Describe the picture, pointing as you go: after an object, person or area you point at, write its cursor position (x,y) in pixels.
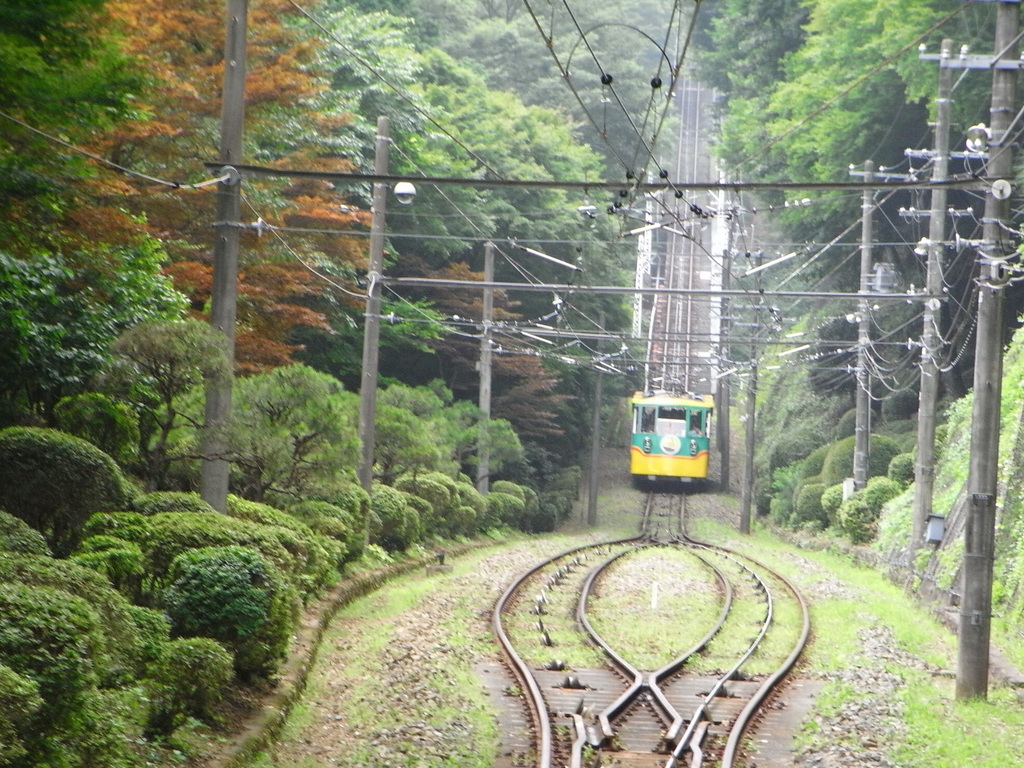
In this image we can see a train (644,468) on the track (637,669). In the center (598,446) there are poles (227,246). In the background (88,129) there are trees (536,237) and we can see bushes (453,510). At the top (516,242) there are wires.
